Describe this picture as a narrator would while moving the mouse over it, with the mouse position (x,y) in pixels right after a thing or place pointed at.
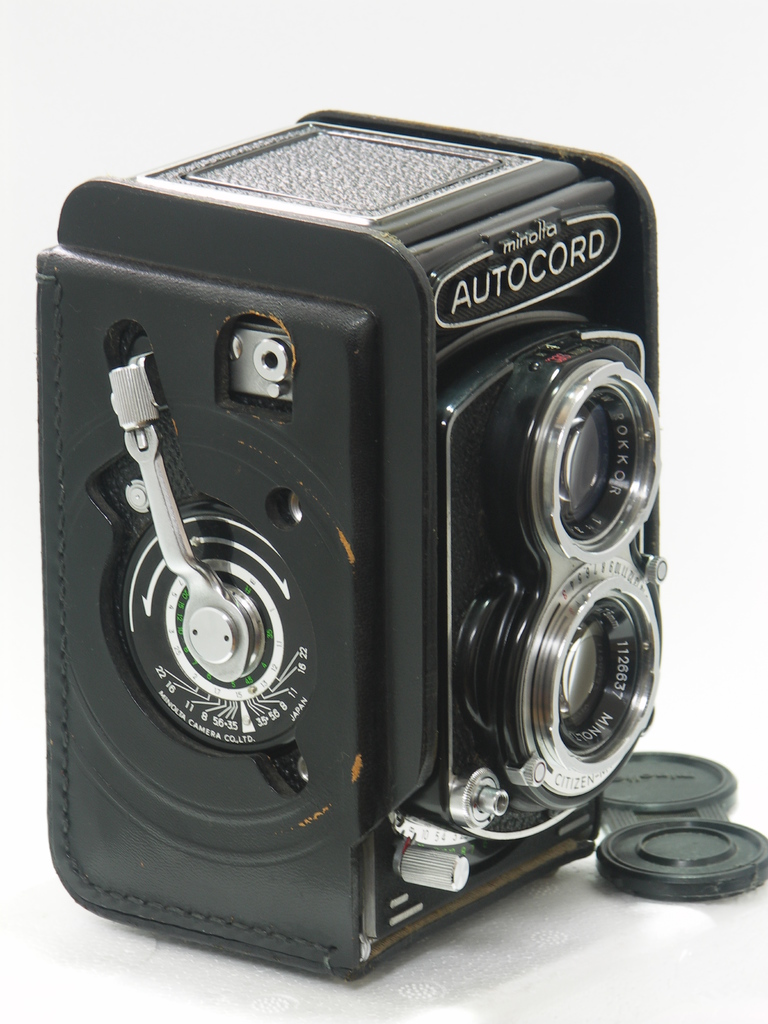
In this image we can see the camera (298,667) which is on surface (363,1017) is of black color.
